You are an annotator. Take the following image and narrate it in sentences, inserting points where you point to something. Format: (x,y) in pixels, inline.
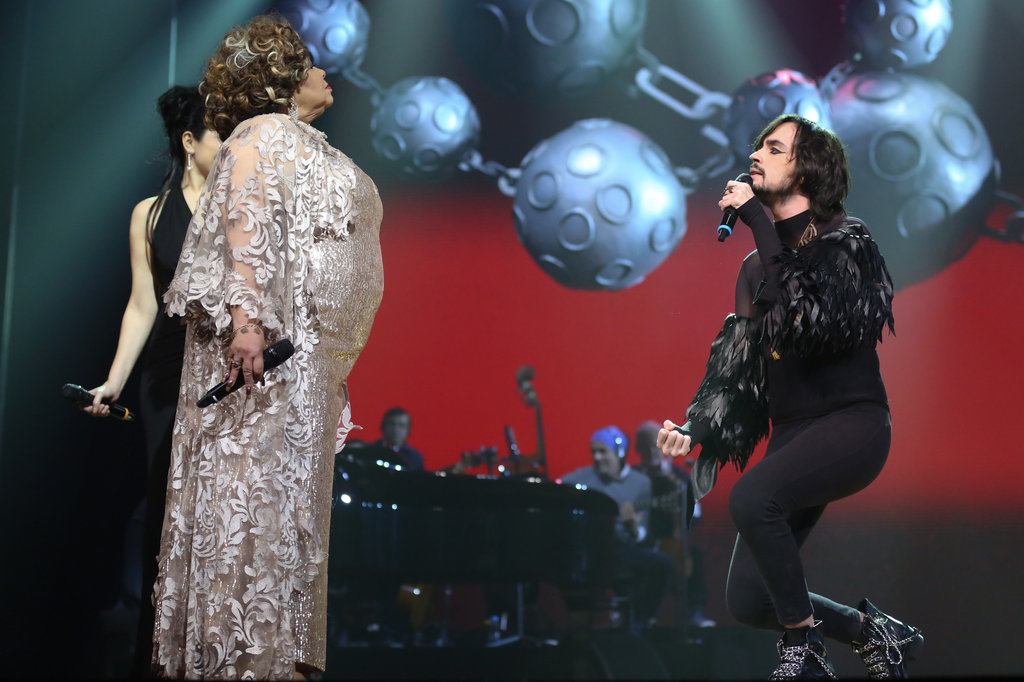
In this image on the left side (195,238) we can see two women (188,483) are standing and holding mics (203,401) in their hands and on the right side (725,396) a man (728,385) is in squat position and holding a mic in the hand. In the background (339,478) few persons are playing musical instruments (440,546), mic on a stand (513,439) and we can see a banner (573,285).
